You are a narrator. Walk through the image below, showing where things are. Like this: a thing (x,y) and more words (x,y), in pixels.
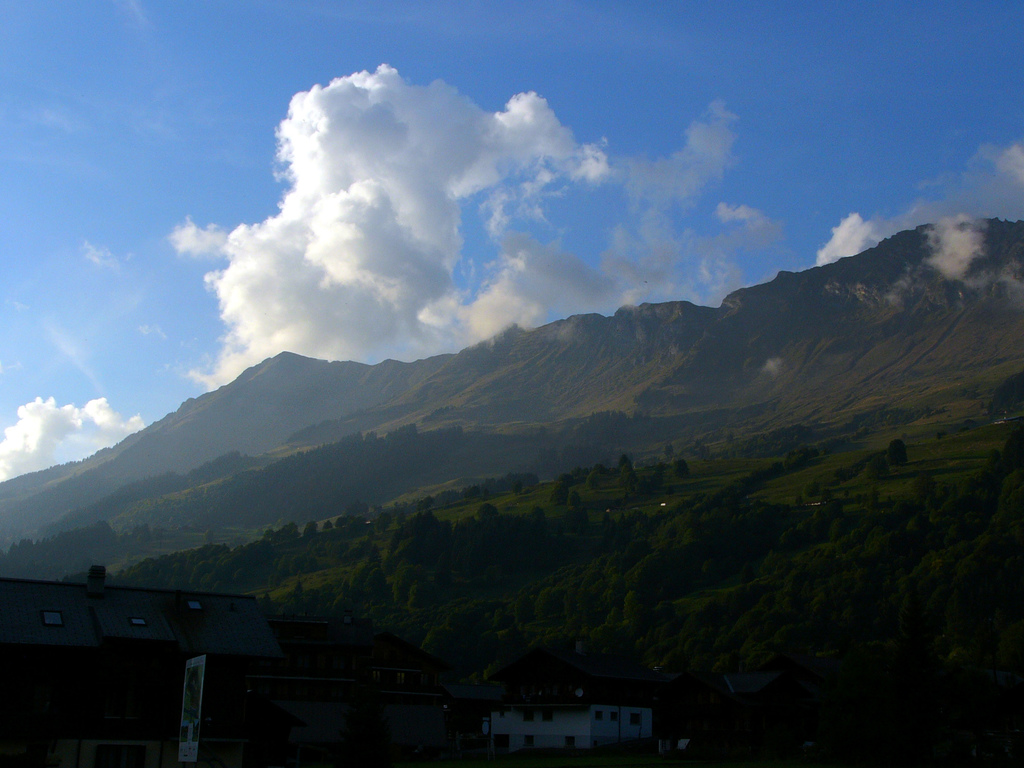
In the background (758,230) we can see the clouds (944,241) in the sky (590,105). In this picture we can see the hills (717,368), grass (541,351) and thicket (1008,464). Bottom portion of the picture (405,589) is dark. At the bottom portion of the picture (799,734) we can see houses (534,722), rooftops (530,654) and it looks like a banner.
